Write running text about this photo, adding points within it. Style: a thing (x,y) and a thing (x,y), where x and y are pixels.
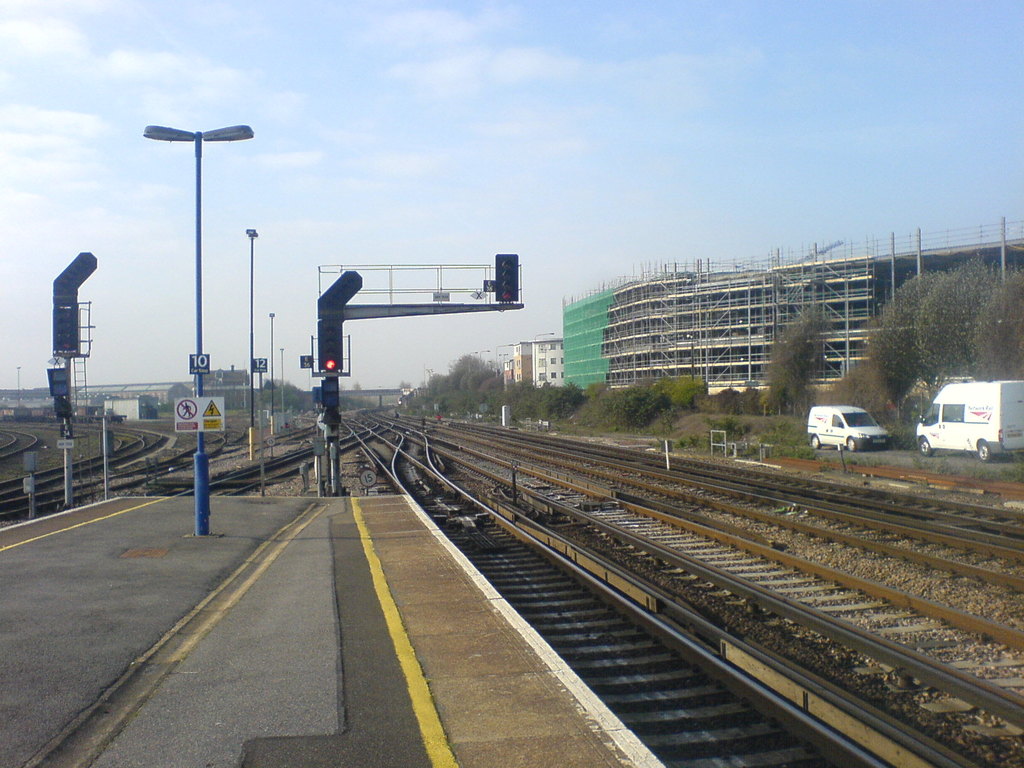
In this picture we can see the platform (143,577), railway tracks (497,518), traffic signals (491,285), sign boards (198,369), light poles (198,352), vehicles (987,415), trees (464,408), buildings (560,343) and some objects (334,448) and in the background (437,162) we can see the sky (308,200).
